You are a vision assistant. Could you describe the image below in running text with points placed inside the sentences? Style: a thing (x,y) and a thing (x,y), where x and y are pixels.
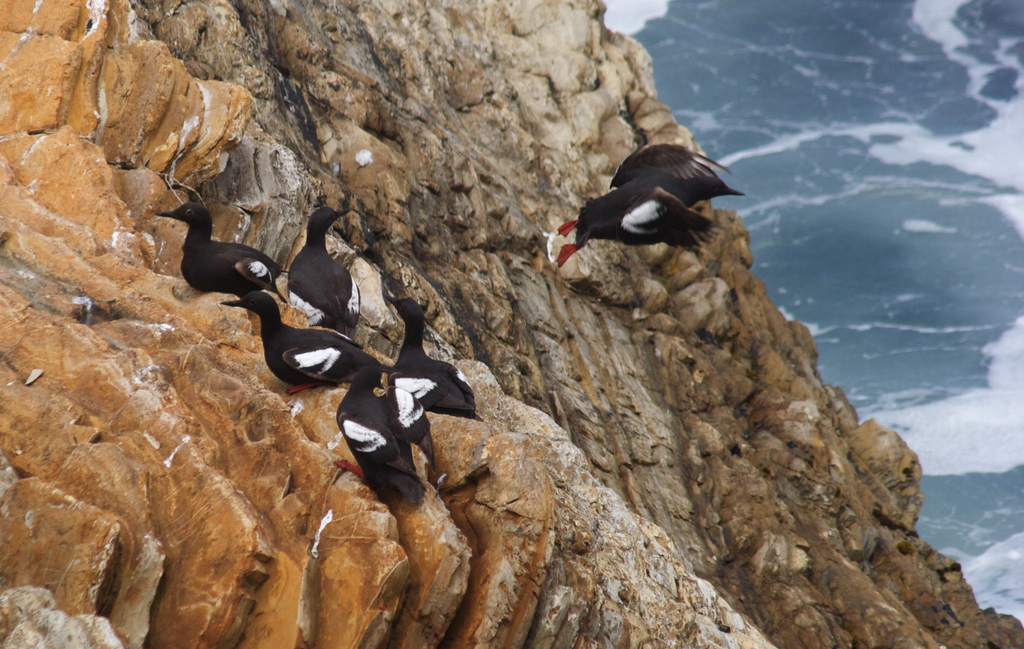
In this image I can see few birds (333,355) and I can see colour of these birds (641,156) are black and white.
